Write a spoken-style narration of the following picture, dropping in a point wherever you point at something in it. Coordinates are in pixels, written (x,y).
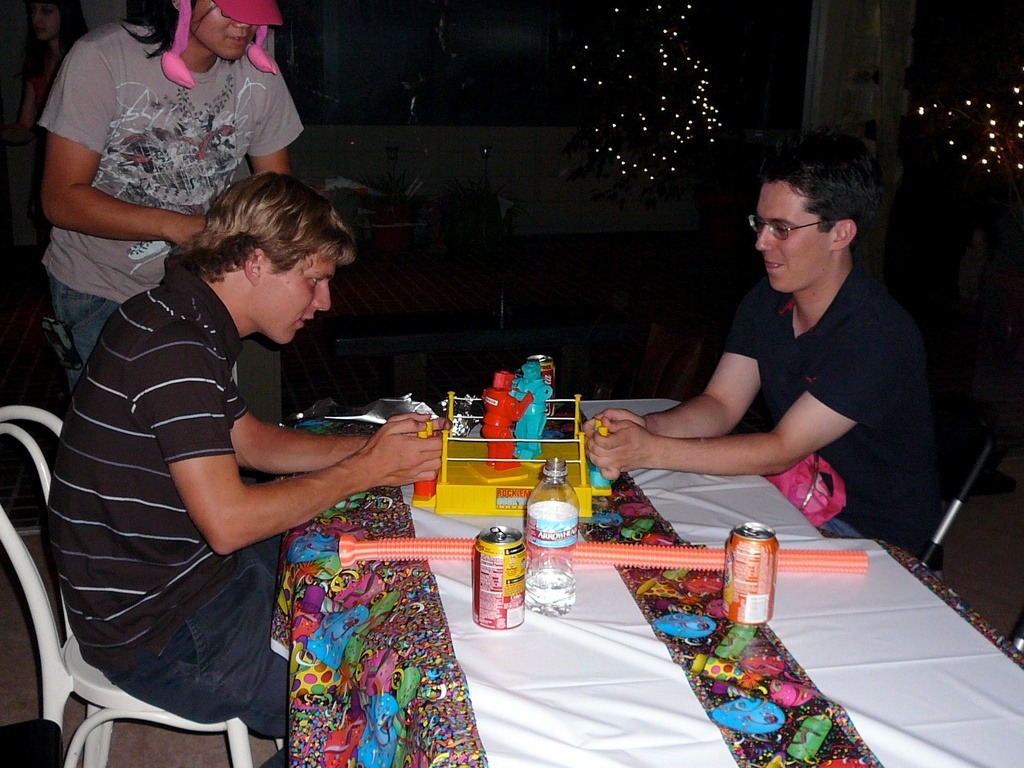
In the center of the image (454,494) there is a table (524,635) and we can see a bottle (564,577), tins (762,581) and toys (540,481) placed on the table (513,705). On the left (141,603) we can see a man (93,584) sitting and playing, behind him there is a lady (134,216) standing. In the background (499,120) there is a mesh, trees (586,125), lights (714,104) and plants (474,209). On the right (762,461) we can see a man (890,321) sitting on the chair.
